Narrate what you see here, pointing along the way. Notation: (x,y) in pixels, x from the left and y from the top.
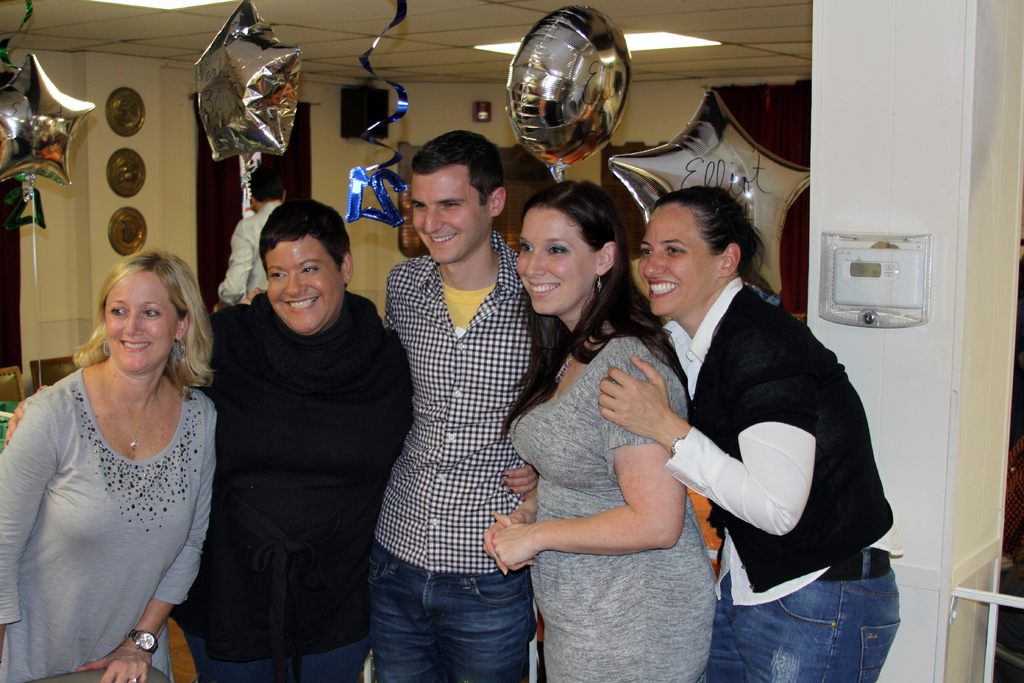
In this image we can see five persons (596,210) and they are smiling. Here we can see the speaker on the wall (394,100). Here we can see the lighting arrangement (128,7) on the roof (649,14). Here we can see the decorated objects (583,43) onto the roof (491,32).
